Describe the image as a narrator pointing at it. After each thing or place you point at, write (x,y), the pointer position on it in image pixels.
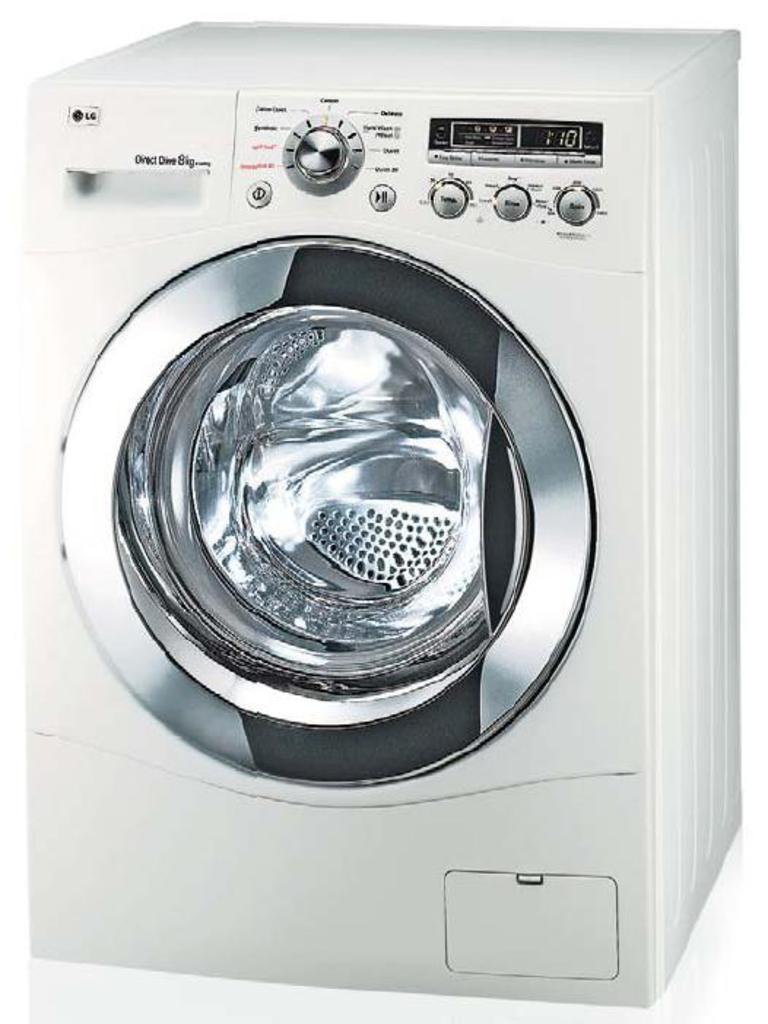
In this image we can see there is a washing machine (371,826).
